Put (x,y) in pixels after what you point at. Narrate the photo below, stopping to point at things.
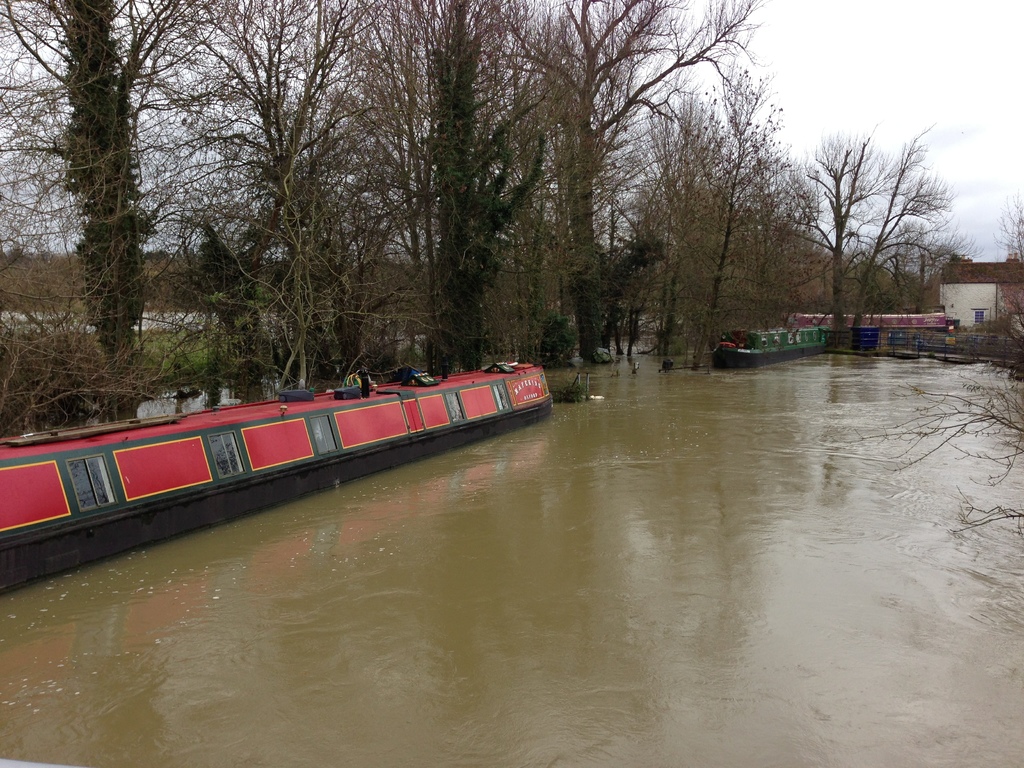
In this image there are boats (395,435) on the water (636,381) and there are trees (496,265) and there is a building (951,310).
